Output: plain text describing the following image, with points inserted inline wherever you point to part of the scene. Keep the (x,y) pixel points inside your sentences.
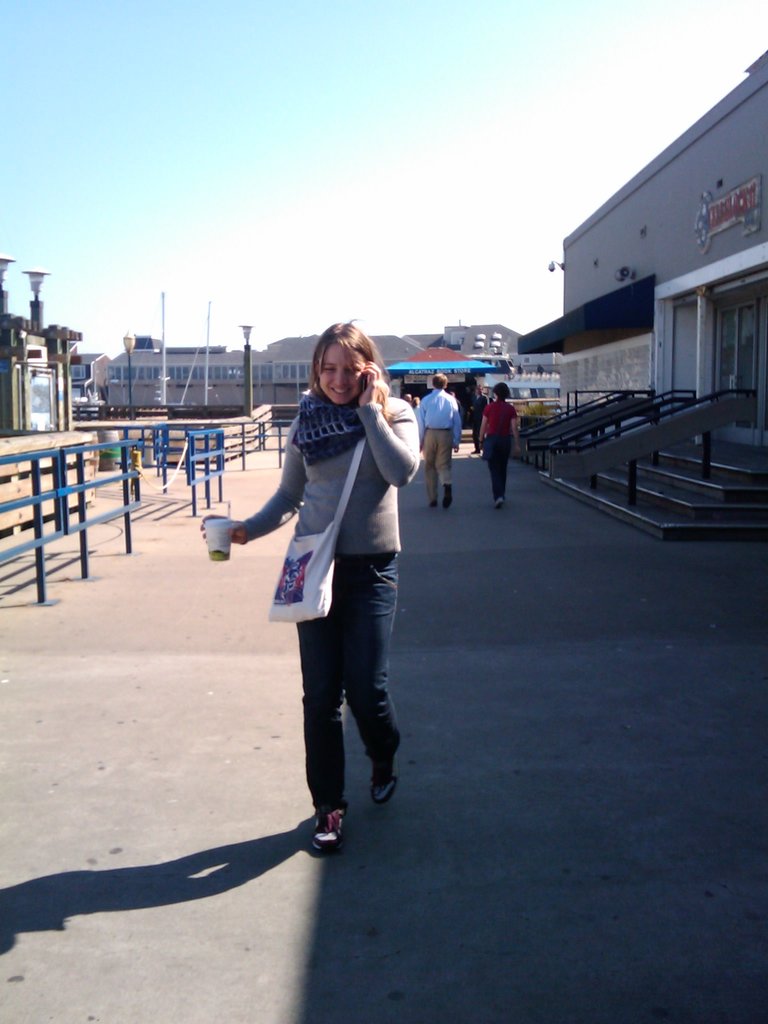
In this image we can see the railing (92,446), fence (92,446), people (351,546), stairs (701,466), buildings (727,336), light poles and in the background (356,170) we can see the sky (237,126).
